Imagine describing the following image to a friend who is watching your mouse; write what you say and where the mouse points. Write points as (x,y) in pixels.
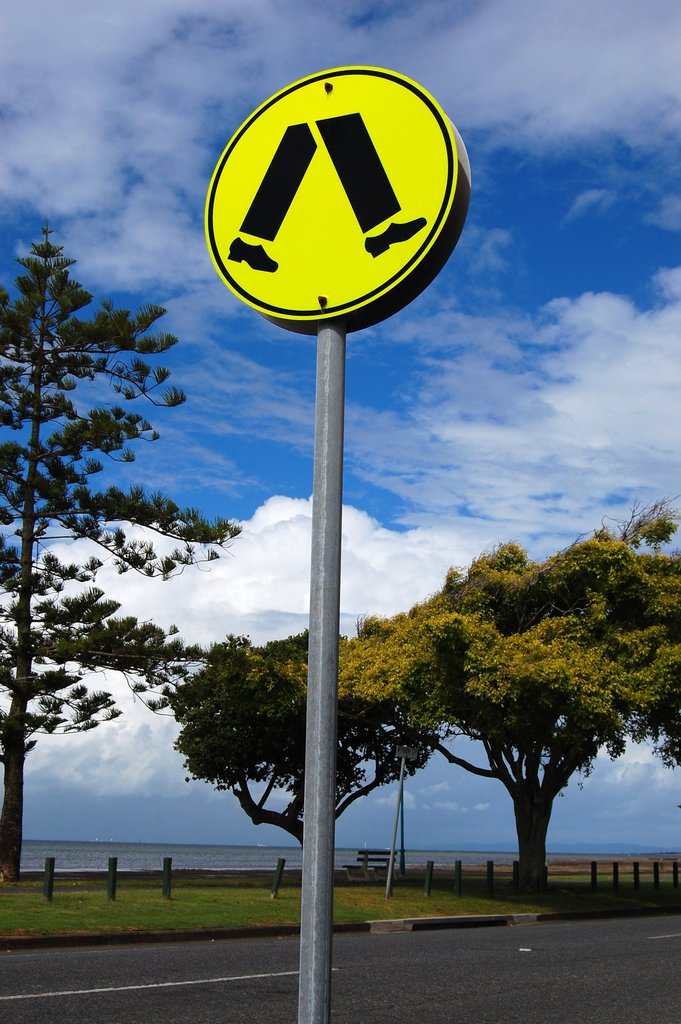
This image is clicked on the road (282,940). In the foreground (324,839) there is a sign board (327,245) to a pole (315,697). Beside the road (291,952) there's grass (209,902) on the ground (454,887). In the background (29,559) there are trees (504,688), a bench (387,852) and water (157,846). At the top (247,90) there is the sky (492,501).
